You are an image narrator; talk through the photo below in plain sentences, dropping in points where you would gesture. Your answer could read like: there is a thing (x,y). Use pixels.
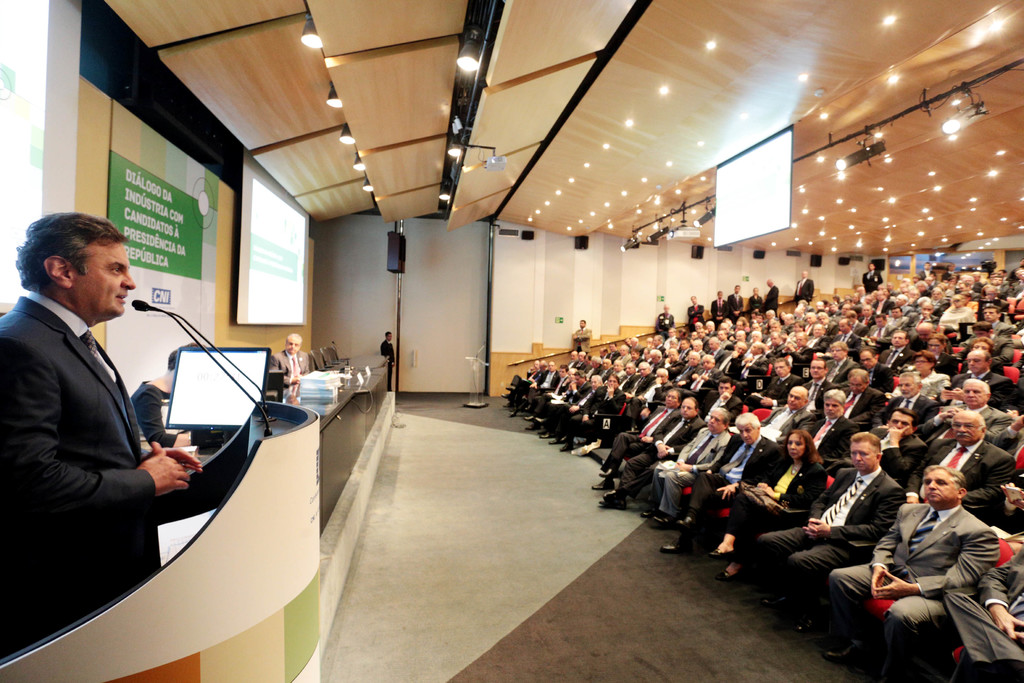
There is a auditorium (685,387) and many people (679,376) are sitting in this auditorium (797,365). Some of them are standing on the side of the wall (640,323). There is a screen (739,204) and there are some lights (930,218) in the ceiling (920,191). There is some open space (500,508) in between the stage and the chairs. And near the podium (241,556) there is guy (67,460) who is standing and speaking to the audience (574,402) in the auditorium (753,393). In front of these guy (80,381) there is a monitor (201,400). Beside that guy (122,409) there are some chairs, in front of those chairs (317,360) there is a table (325,417) on which some accessories (315,387) on it. Some of them are sitting in the chairs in front of that table (341,420). We can observe lcd projector screen (271,254) on the wall (228,223).
